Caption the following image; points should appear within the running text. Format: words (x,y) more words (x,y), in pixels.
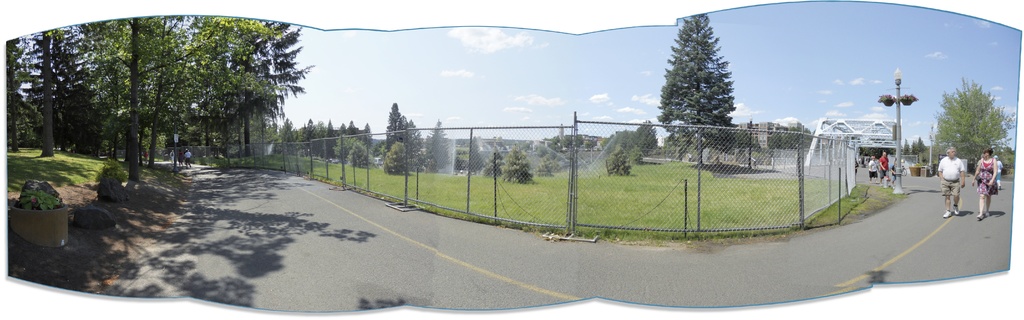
In this image there is a fence (711,198) and behind the fence (566,195) there are trees (394,142), there is grass (661,181) on the ground (727,201), there are buildings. On the right side (887,160) there are persons (947,168) walking, there are trees (959,152) and there is a pole (900,155). On the left side (96,161) there are trees (137,155), plants (124,165) and there is grass (50,178) on the ground (50,178) and there are persons (181,164) visible and the sky (502,62) is cloudy and in the front (603,267) there is the road (841,267).
